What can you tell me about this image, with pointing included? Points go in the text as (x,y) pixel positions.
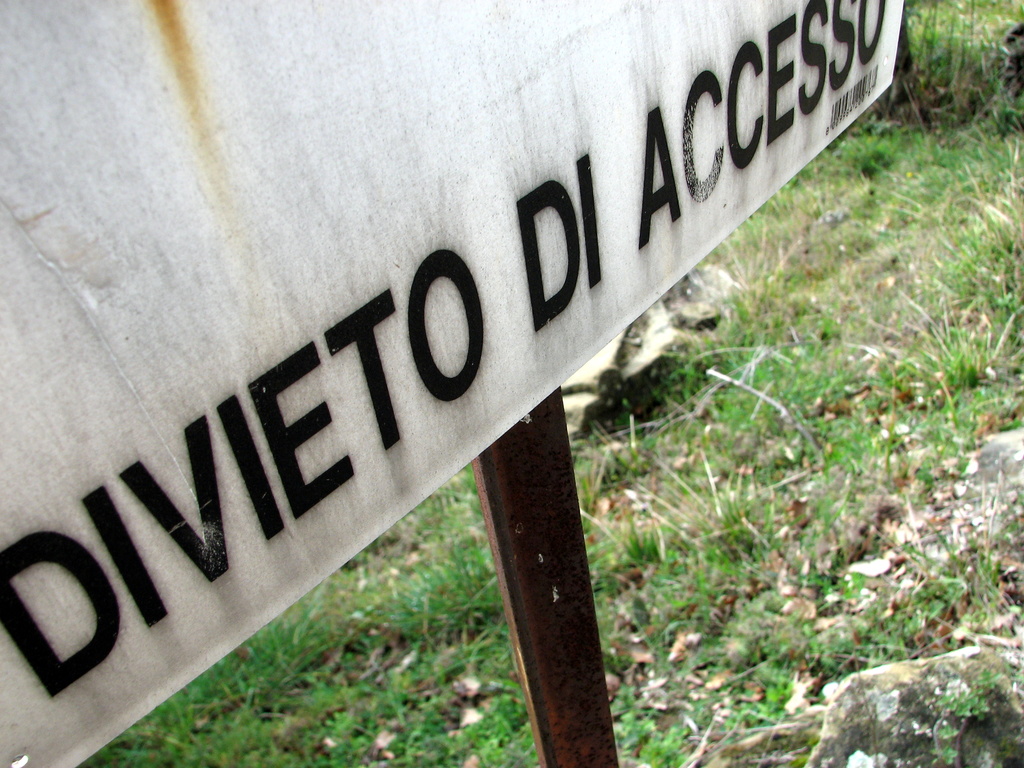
This image consists of a board (426,231) in white color. Is attached to a rod (565,625) which is made up of metal (541,586). At the bottom (791,588), there is green grass (906,614) and rocks (888,667).
